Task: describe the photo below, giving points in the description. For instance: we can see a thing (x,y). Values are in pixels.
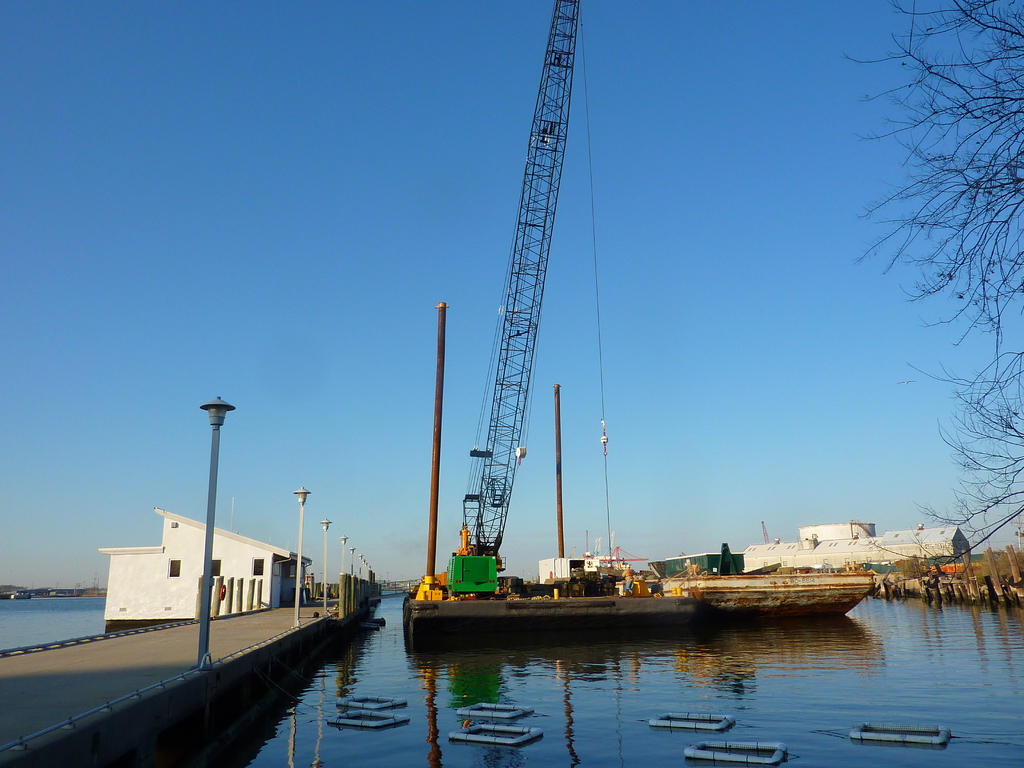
In the picture I can see few boats (653,585) and some other objects (478,715) on the water (664,758) and there is a crane (508,443) on the boat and there is a way (231,626) and a house (268,580) in the left corner (265,589) and there are some other objects (883,555) in the right corner (942,554).
